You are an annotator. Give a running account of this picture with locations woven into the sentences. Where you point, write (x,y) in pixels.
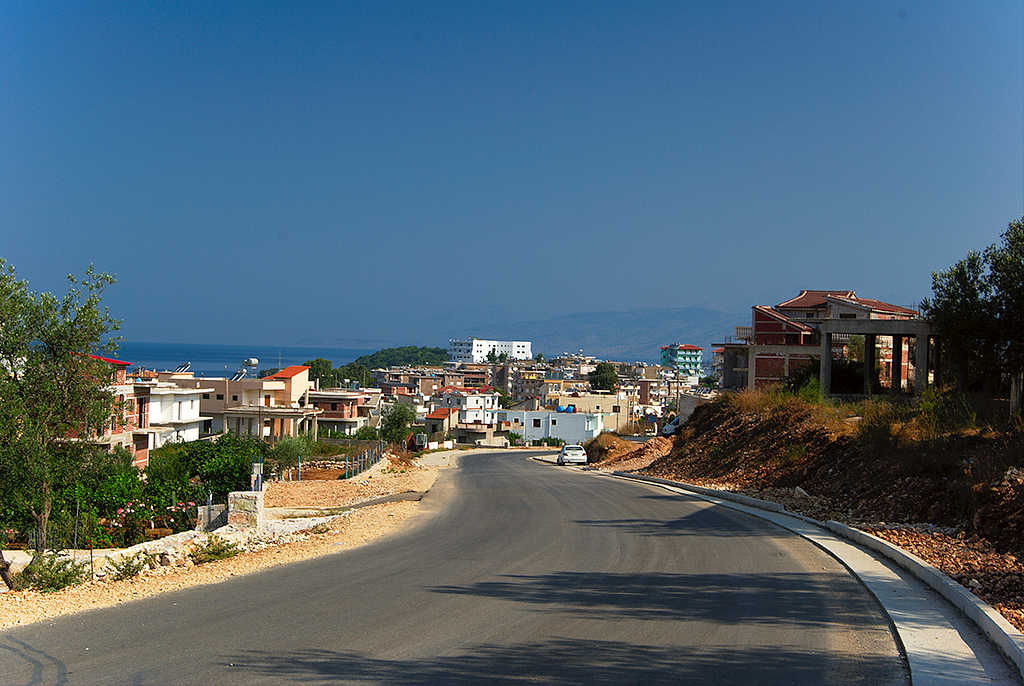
We can see road (415,587), car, leaves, grass (888,414), plants (186,525) and trees (973,378). In the background (852,356) we can see buildings (406,371), trees (383,363), water (325,352), hill (613,314) and sky (423,151) in blue color.
